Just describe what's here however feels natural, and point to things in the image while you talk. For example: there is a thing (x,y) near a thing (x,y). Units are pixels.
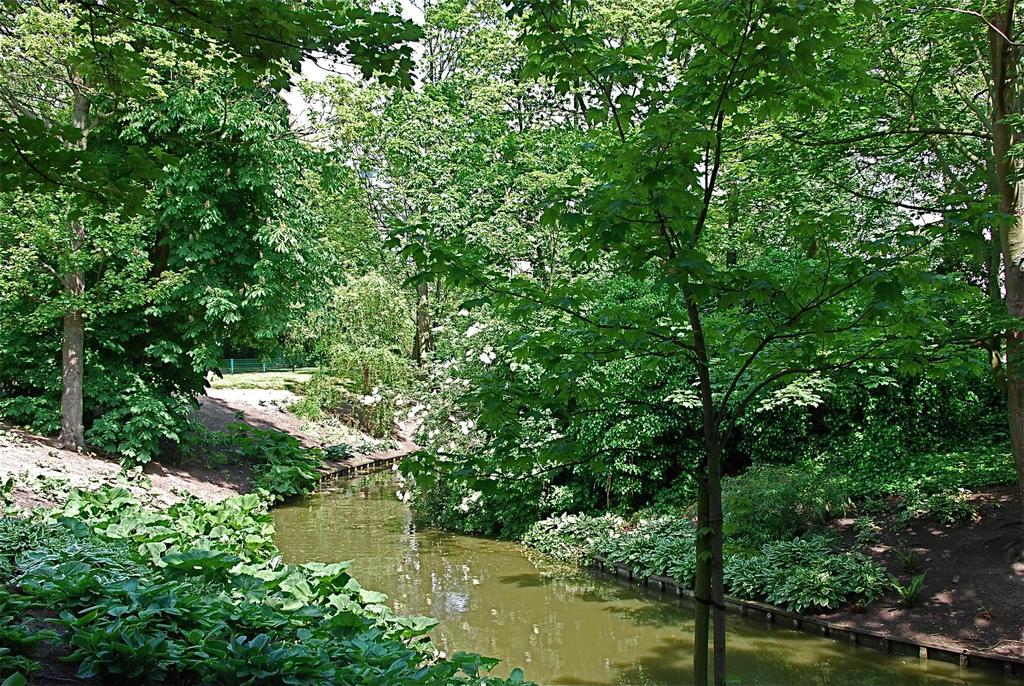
In the foreground of this image (511,612), there is water (467,601) and on either side, there is greenery (308,355). In the background (290,93), there is the sky (297,82).
